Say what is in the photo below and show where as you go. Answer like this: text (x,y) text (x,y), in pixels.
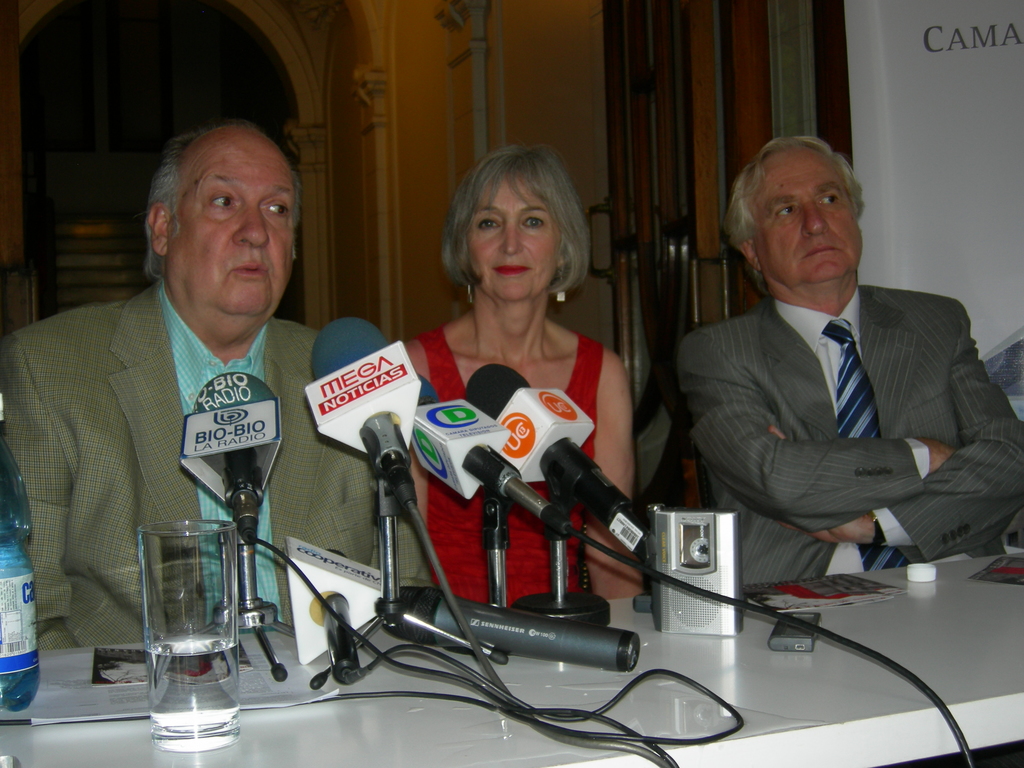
Here we can see three persons (871,337) are sitting on the chairs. This is table (785,663). On the table (821,721) there are mike's (359,564), glass (226,657), bottle (13,478), and papers (79,683). In the background (690,48) we can see a wall (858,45) and a door (603,208).
